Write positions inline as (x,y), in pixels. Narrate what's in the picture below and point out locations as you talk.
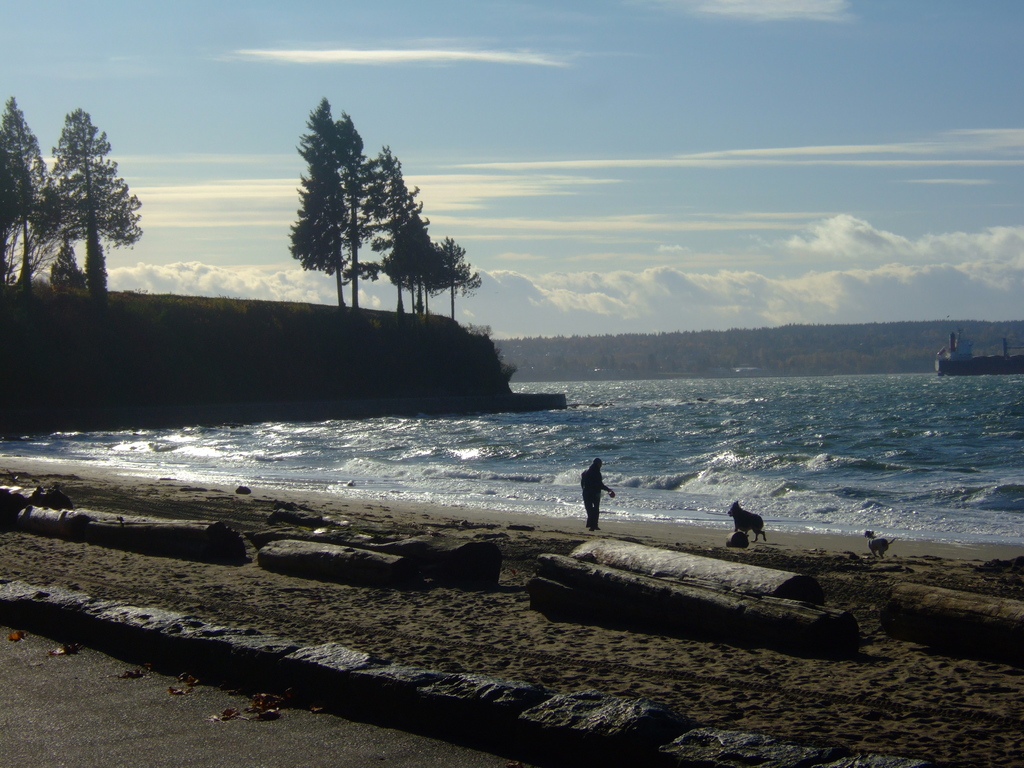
In this image it looks like it is a sea (652,393). At the top (582,110) there is sky (566,119). Behind the sea (443,486) there are hills (266,337). On the hills (408,344) there are trees (333,183). At the bottom (384,606) there is sand (549,641) on which there are tree barks (544,565). Beside the sand (196,611) there are stones (241,667).
